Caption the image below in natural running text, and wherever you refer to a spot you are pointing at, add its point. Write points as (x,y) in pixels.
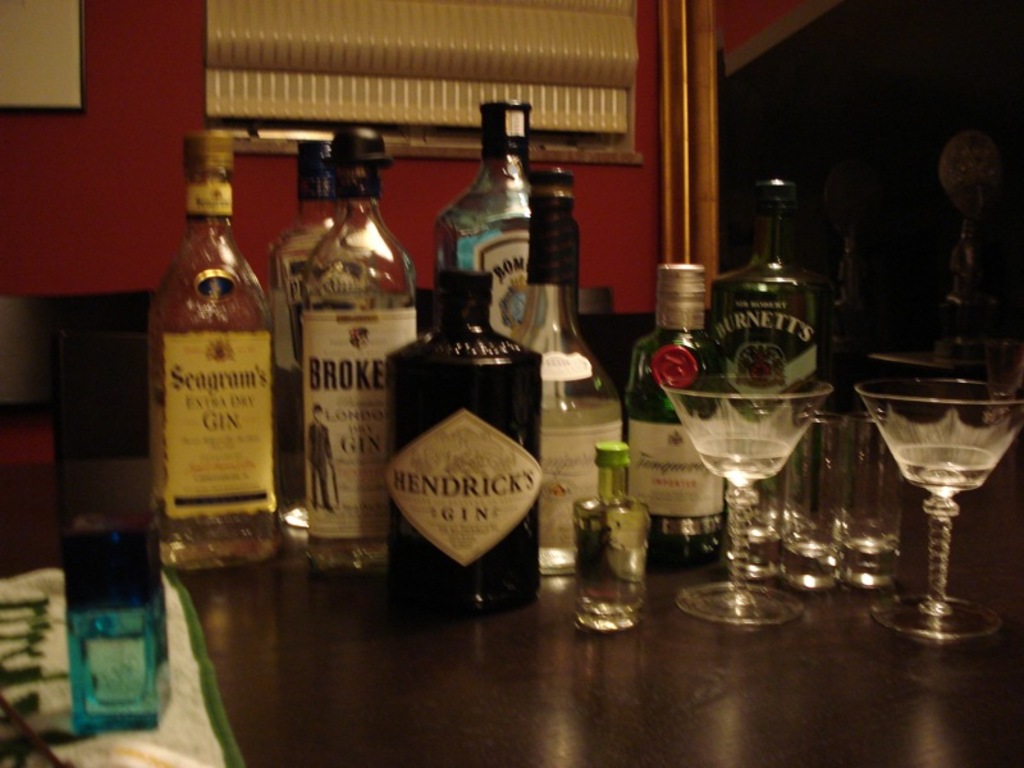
In this image there are group of gin bottles (318,486) with sticker labels (440,455) and a lid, glasses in the table (307,668), there is a dark back ground (1020,16).
